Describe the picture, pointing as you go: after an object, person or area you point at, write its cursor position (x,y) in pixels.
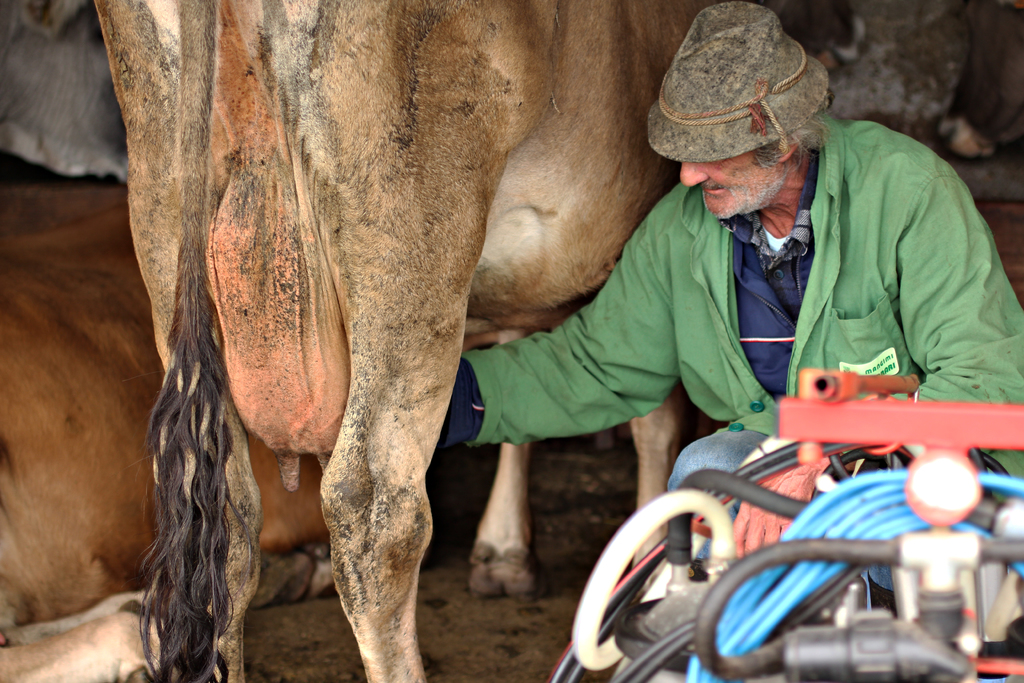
In this picture there are two animals (384,124) and there is a person (848,235) wearing green dress (878,274) is crouching beside it and there are some other objects (853,532) in the right bottom corner (926,550).
